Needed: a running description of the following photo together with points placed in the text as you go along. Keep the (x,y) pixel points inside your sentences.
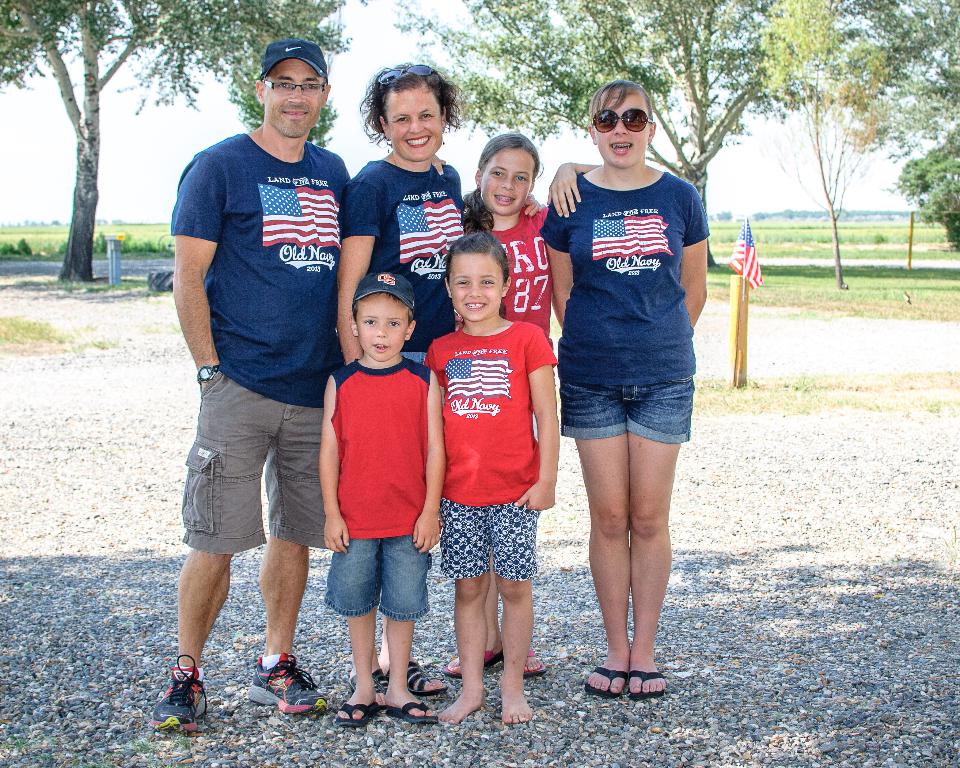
In this image we can see a group of people (447,391) standing on the ground (567,462). We can also see some stones (799,591), the flag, a wooden pole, a tire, some trees (689,85), grass (820,272) and the sky (805,193) which looks cloudy.
